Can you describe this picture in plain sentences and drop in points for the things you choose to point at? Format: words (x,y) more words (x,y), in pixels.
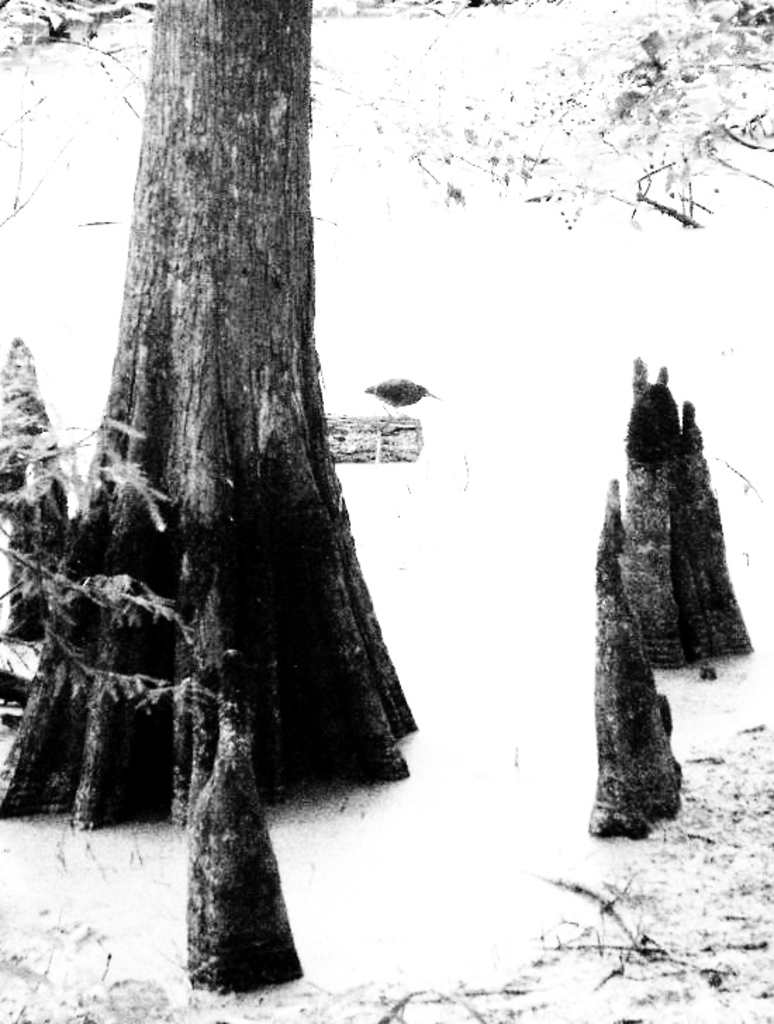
In this picture I can observe a tree (218,386). The background (514,333) is in white color.
